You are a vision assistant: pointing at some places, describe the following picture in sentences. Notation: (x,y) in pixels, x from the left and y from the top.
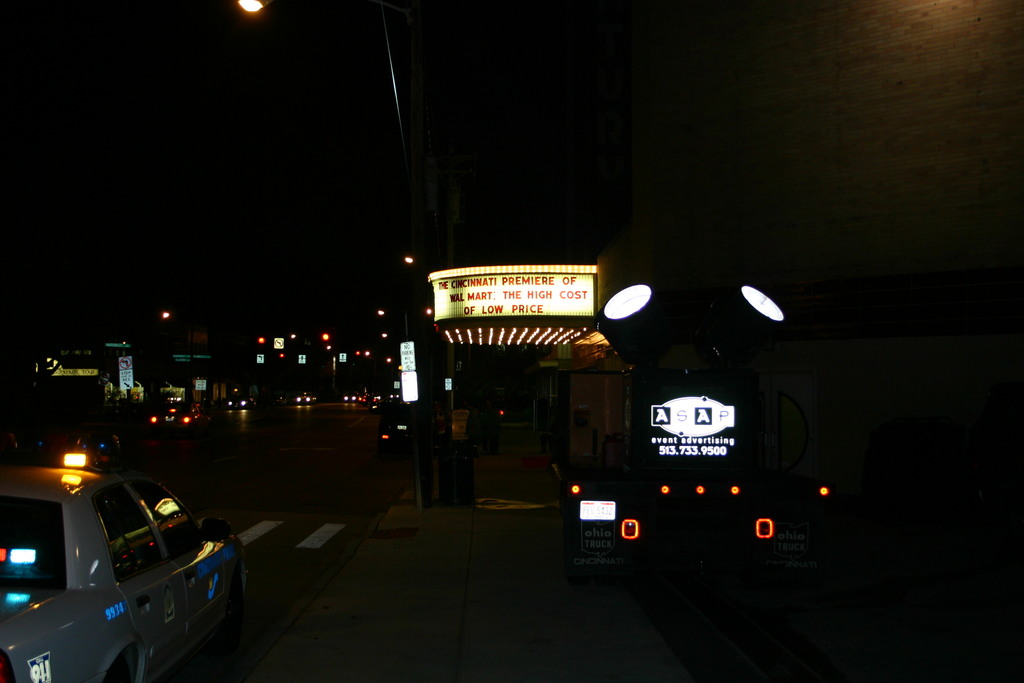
There are few vehicles (146,544) on the road (206,490) in the left corner (146,503) and there is a building (704,380) which has few lights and something written on it in the right corner (697,418).
